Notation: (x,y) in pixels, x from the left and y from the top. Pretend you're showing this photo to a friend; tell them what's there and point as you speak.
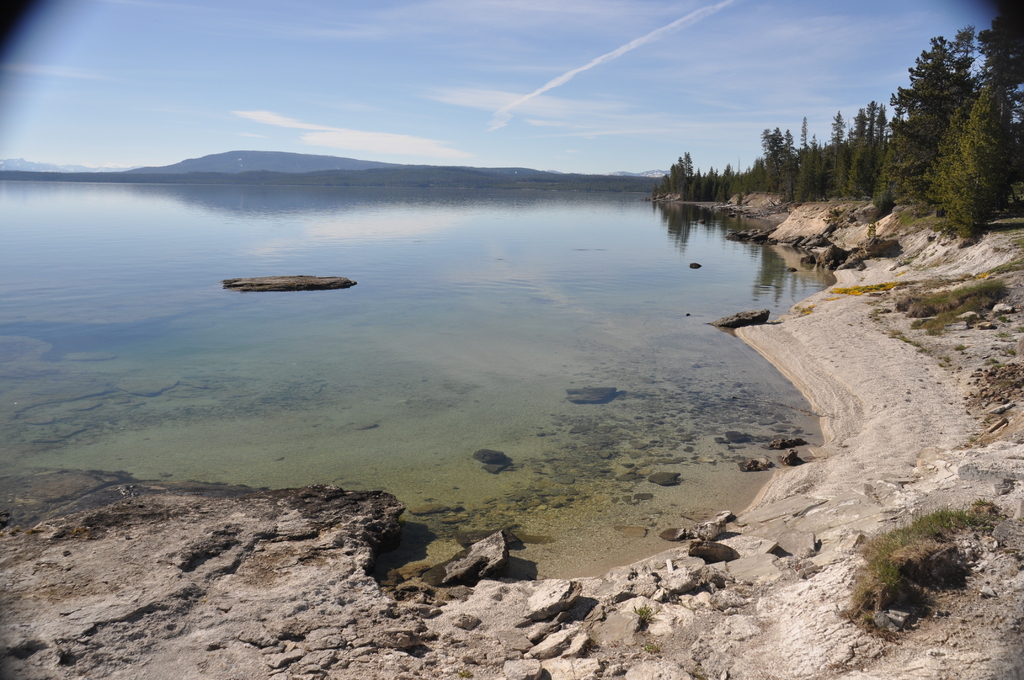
In this picture there is water (469,358) in the center of the image (554,327) and there is greenery (833,177) in the image and there is muddy floor (509,585) at the bottom side of the image (568,595).
